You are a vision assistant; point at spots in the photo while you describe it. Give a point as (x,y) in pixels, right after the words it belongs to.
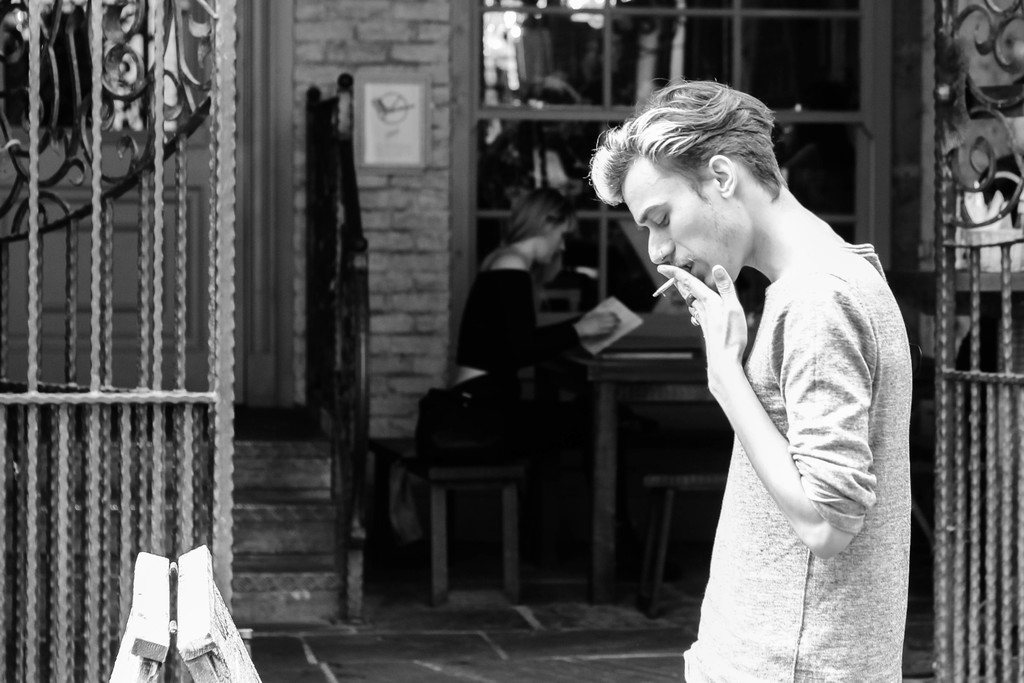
In the middle of the image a person (613,137) is standing and smoking. In front of him we can see a banner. Beside him we can see a table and bench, on the bench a woman (490,403) is sitting and holding a book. At the top of the image (1007,28) we can see wall (896,2) and fencing (225,4).
